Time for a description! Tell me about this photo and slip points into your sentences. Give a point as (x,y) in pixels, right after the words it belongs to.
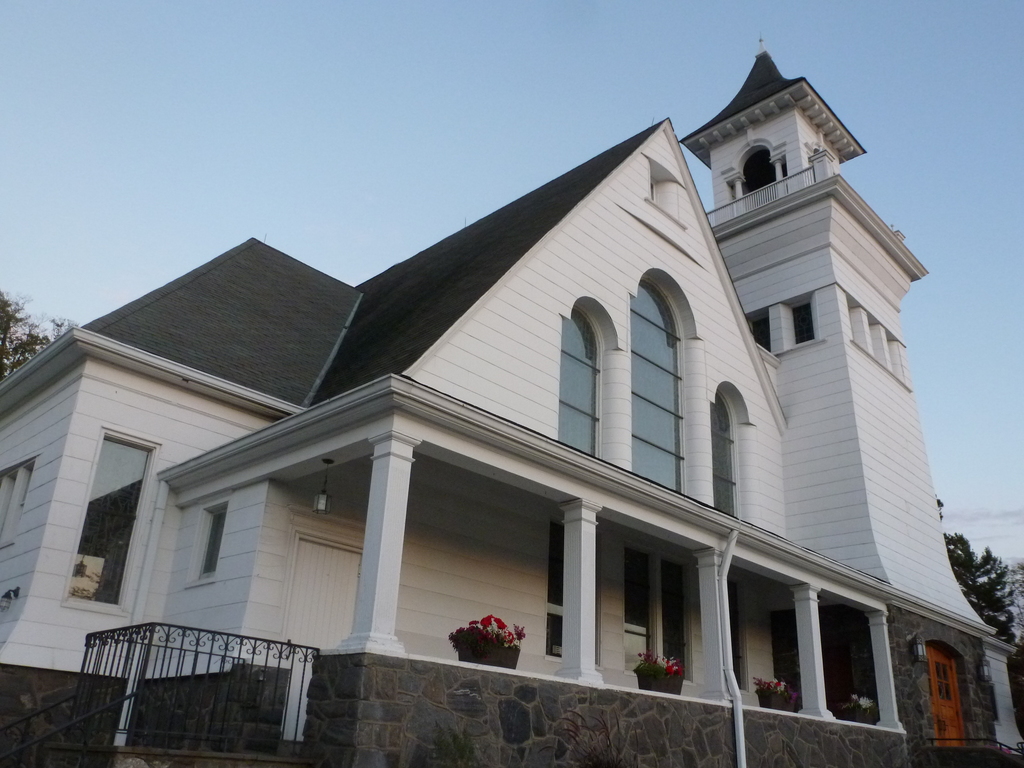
In this image we can see a building (409,426), there are windows (809,331), doors (953,720), flower pots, pillars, trees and fence (143,672), in the background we can see the sky (369,182).
